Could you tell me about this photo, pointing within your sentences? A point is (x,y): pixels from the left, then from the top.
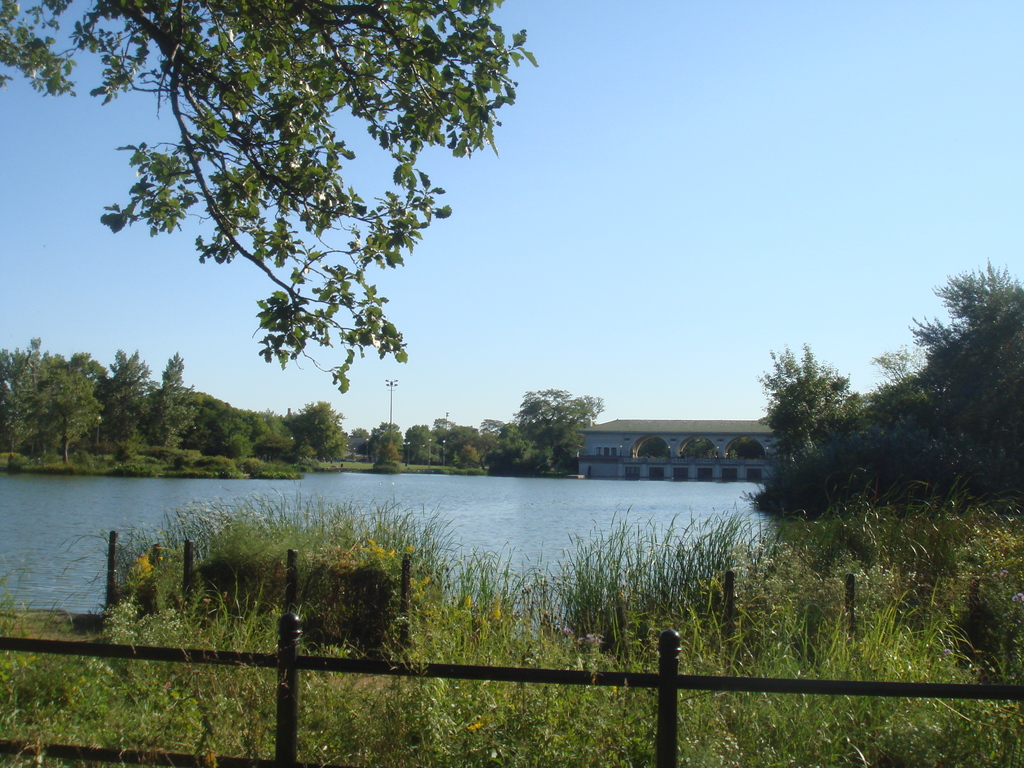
In the picture we can see there is grass (445,635), fencing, water (443,496) and in the background of the picture (248,436) there are some trees (270,443), house (658,459) and top of the picture (612,162) there is clear sky (587,188).
